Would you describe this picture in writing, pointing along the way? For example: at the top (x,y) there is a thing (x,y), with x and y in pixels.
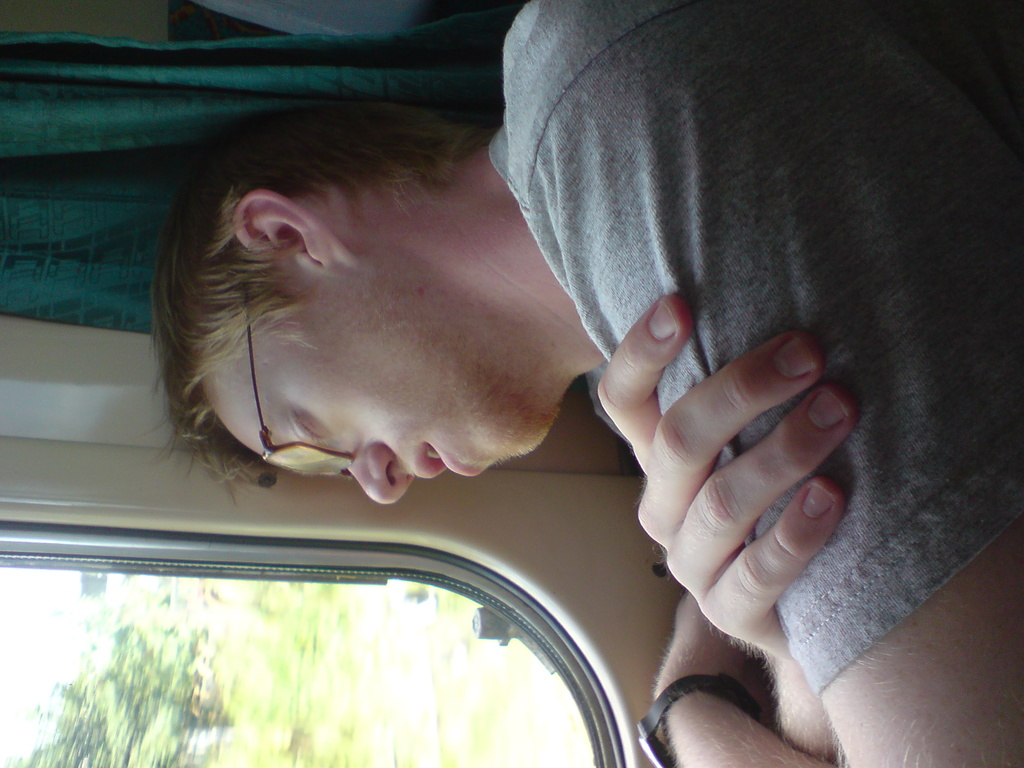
In the image there is a person (315,357) sitting beside the window (254,562) and sleeping. He is laying his head (359,392) towards the window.
